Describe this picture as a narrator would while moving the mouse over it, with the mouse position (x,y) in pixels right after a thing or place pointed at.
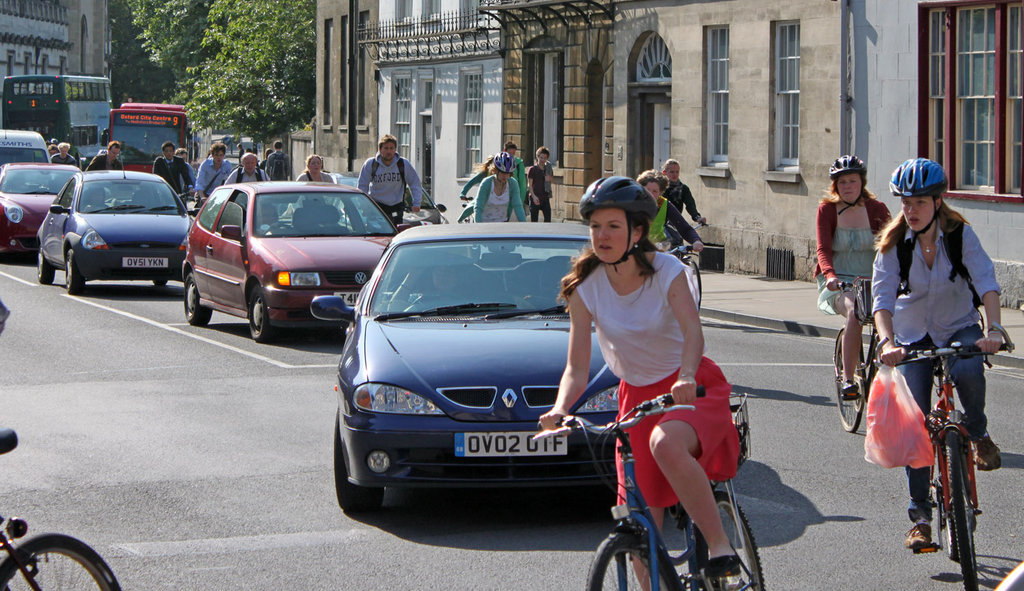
This picture is clicked outside. On the right (898,265) we can see the group of persons (908,317) riding bicycles (877,349). On the left (294,218) we can see the group of vehicles (187,215) running on the road (220,462). In the background (213,79) we can see the trees (165,3) and buildings (653,163) and a sidewalk (775,322), we can see the windows (945,40) and doors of the buildings (553,92).
